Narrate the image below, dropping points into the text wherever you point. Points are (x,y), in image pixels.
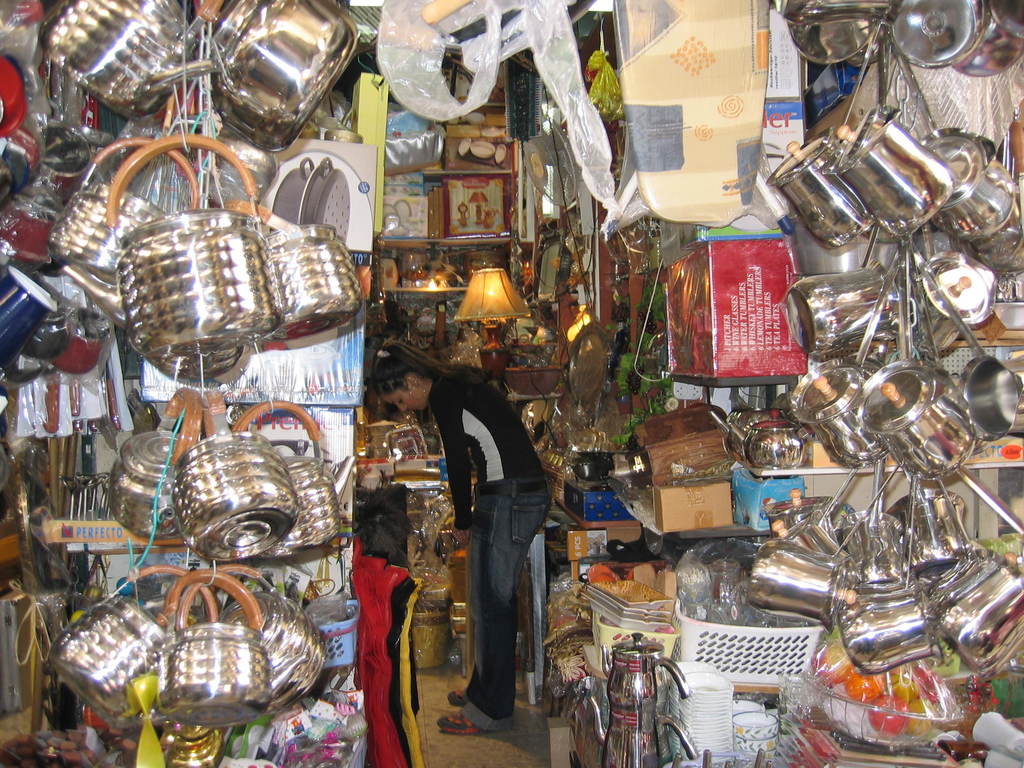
In this image we can see jars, bowls (700,719), kettles (645,754), containers (179,615), lamp (490,351), buckets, and objects (666,558). There is a woman (504,695) standing on the floor (515,709).
